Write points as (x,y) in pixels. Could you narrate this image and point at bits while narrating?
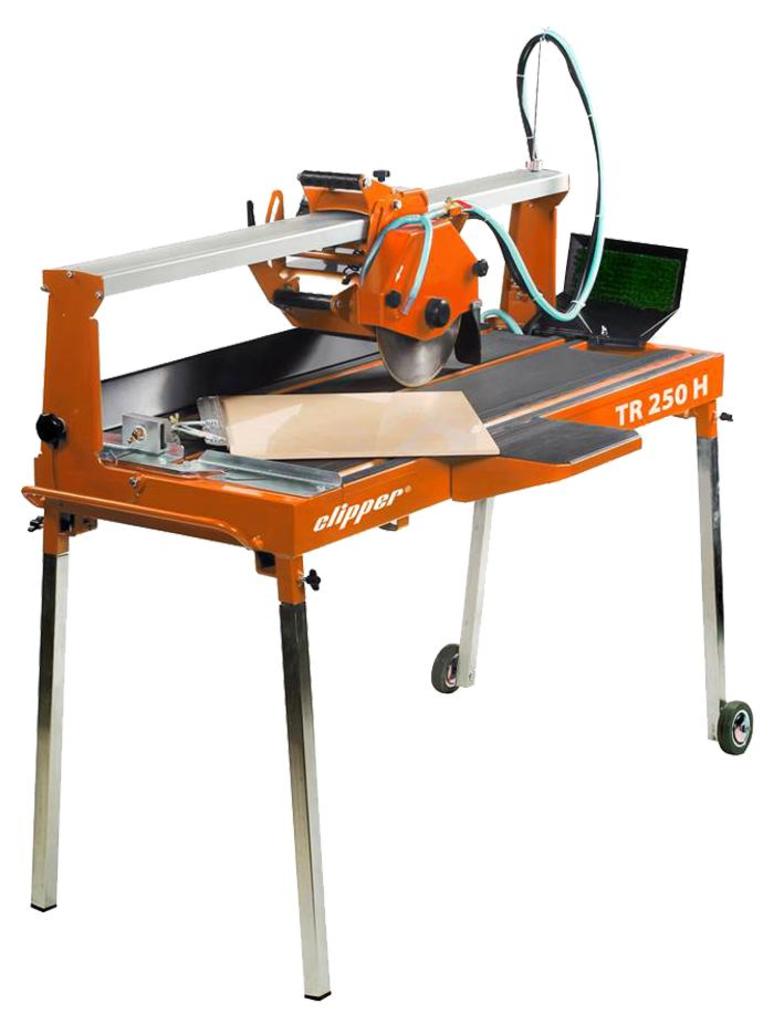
In this image I can see the machine (285,579) which is in orange, grey, green and white color. And there is a white background (286,861).
